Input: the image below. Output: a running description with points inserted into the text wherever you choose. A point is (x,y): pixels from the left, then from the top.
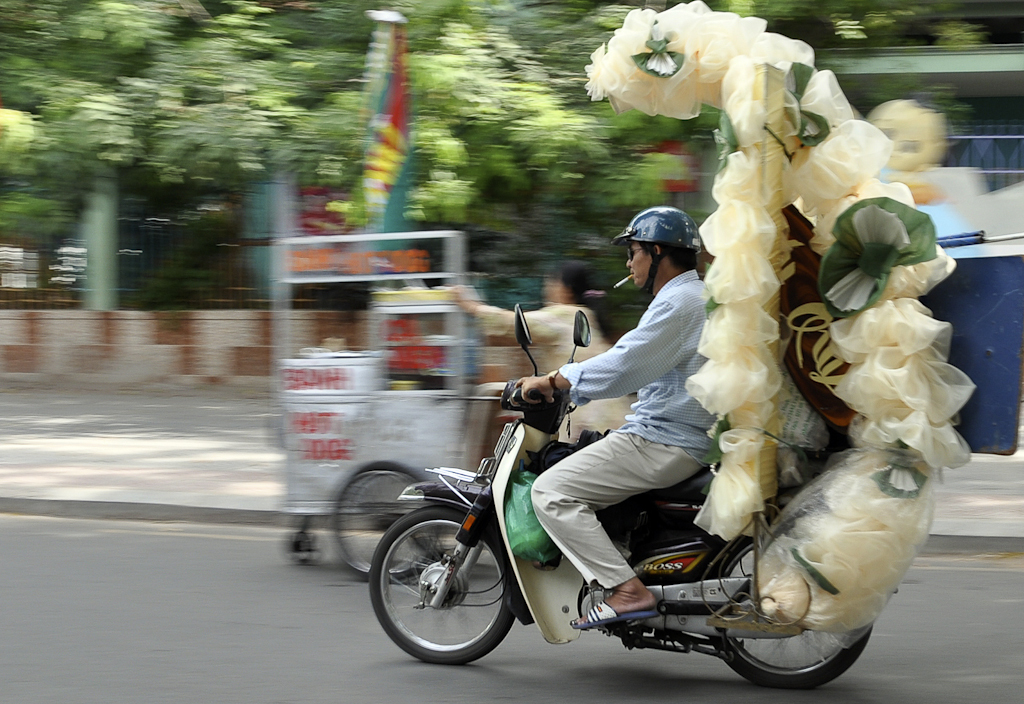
The man (651,414) in the blue shirt (662,337) is riding the bike (636,547). He is smoking. He is carrying something on the bike (707,490). At the bottom (293,594), we see the road (256,582). Beside the bike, we see a food cart (409,422). There are trees (278,146) and poles (266,195) in the background (489,201). This picture is blurred in the background (555,230).
